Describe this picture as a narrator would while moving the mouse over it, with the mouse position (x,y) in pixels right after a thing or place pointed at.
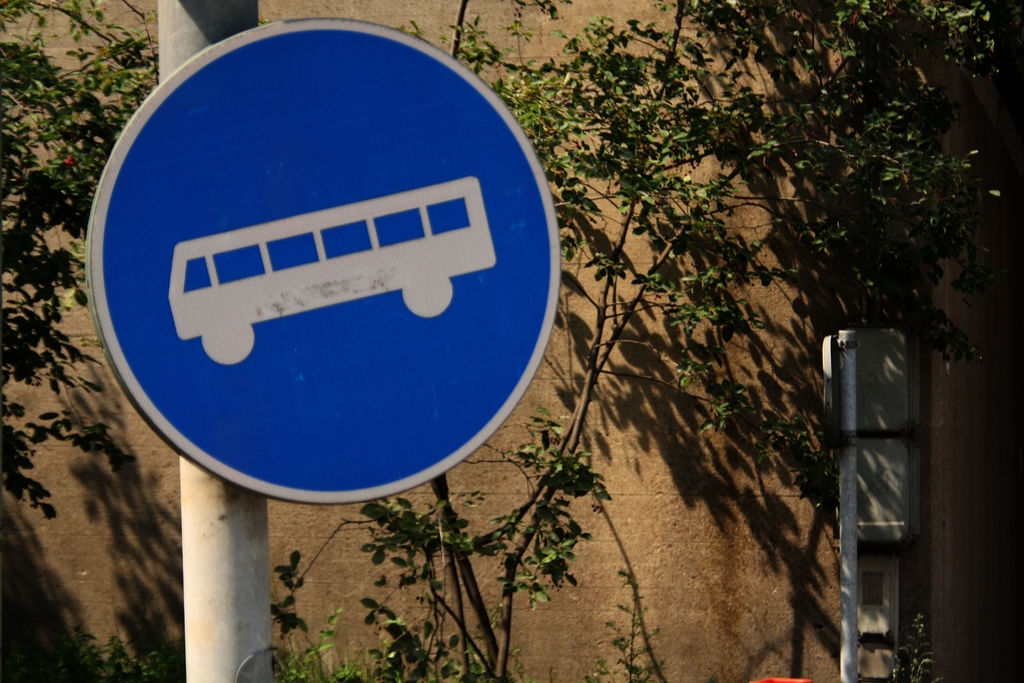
In the picture I can see a sign board (368,287) attached to a pole (265,534). In the background (636,410) I can see trees (596,340), a wall (669,347) and some other objects (852,506).
